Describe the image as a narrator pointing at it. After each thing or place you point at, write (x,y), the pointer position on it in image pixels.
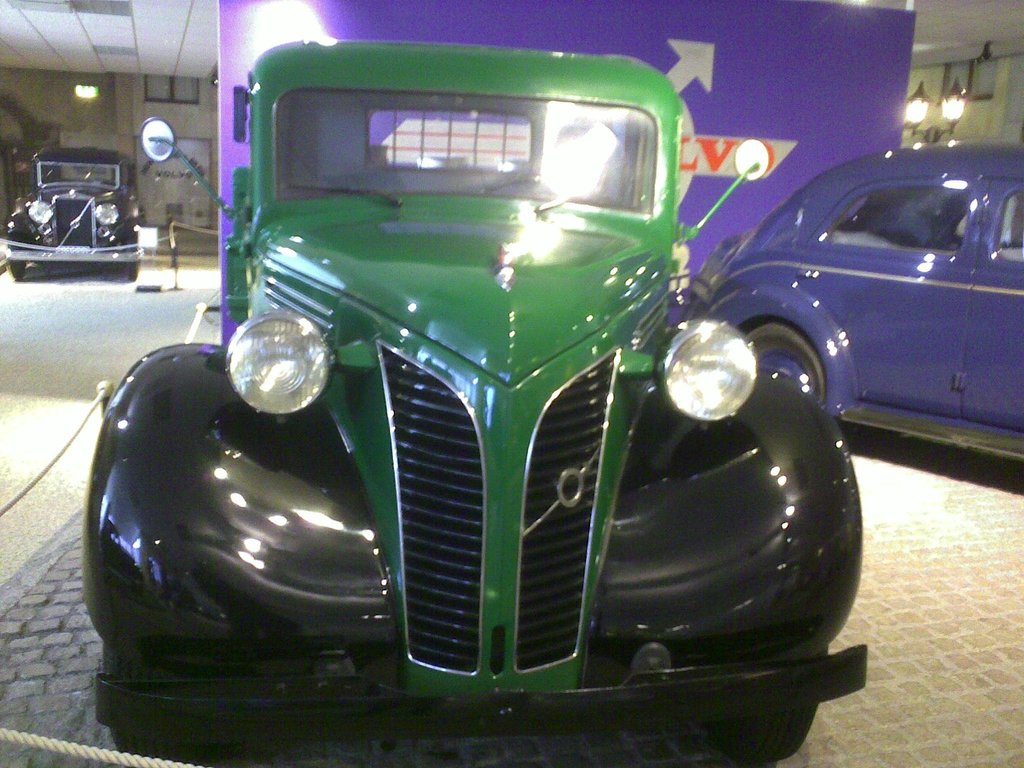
In this image in the foreground (338,354) there is one car (564,244), and on the right side (884,258) and left side there are two vehicles (78,259). At the bottom (82,630) there is floor (885,587), and on the left side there are some ropes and in the background (662,11) there is board (369,8) and some lights (927,109) wall (1003,83) door (190,138). And at the top (171,57) there is ceiling (98,37).
